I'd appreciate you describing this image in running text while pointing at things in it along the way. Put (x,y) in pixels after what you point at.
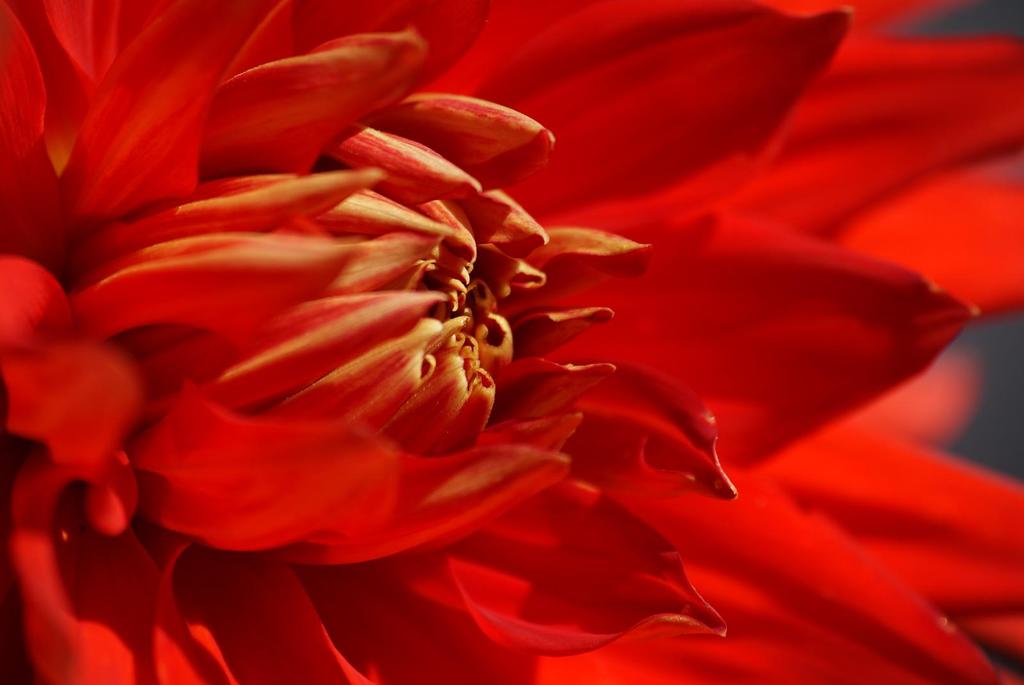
In this image I can see the red color flower (604,403) and there is a blurred background (932,15).
